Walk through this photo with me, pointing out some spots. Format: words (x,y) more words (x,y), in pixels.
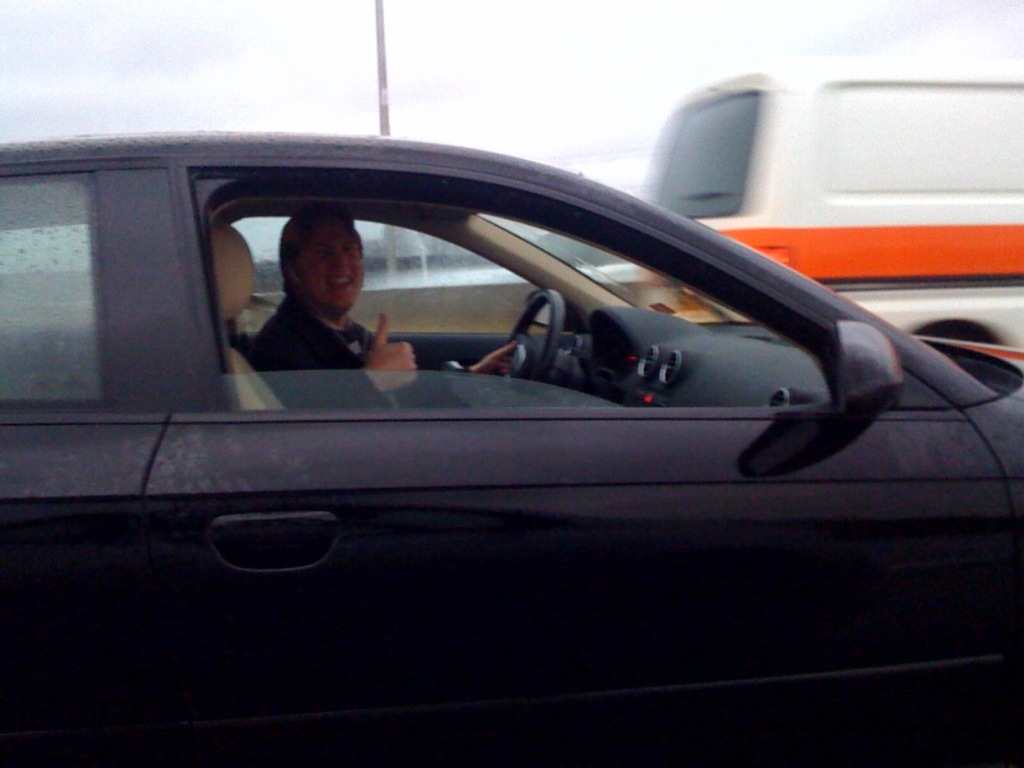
Here we can see a car (366,239) on the road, and a person (321,295) is sitting in it and driving, and in front here is the vehicle (838,165).
